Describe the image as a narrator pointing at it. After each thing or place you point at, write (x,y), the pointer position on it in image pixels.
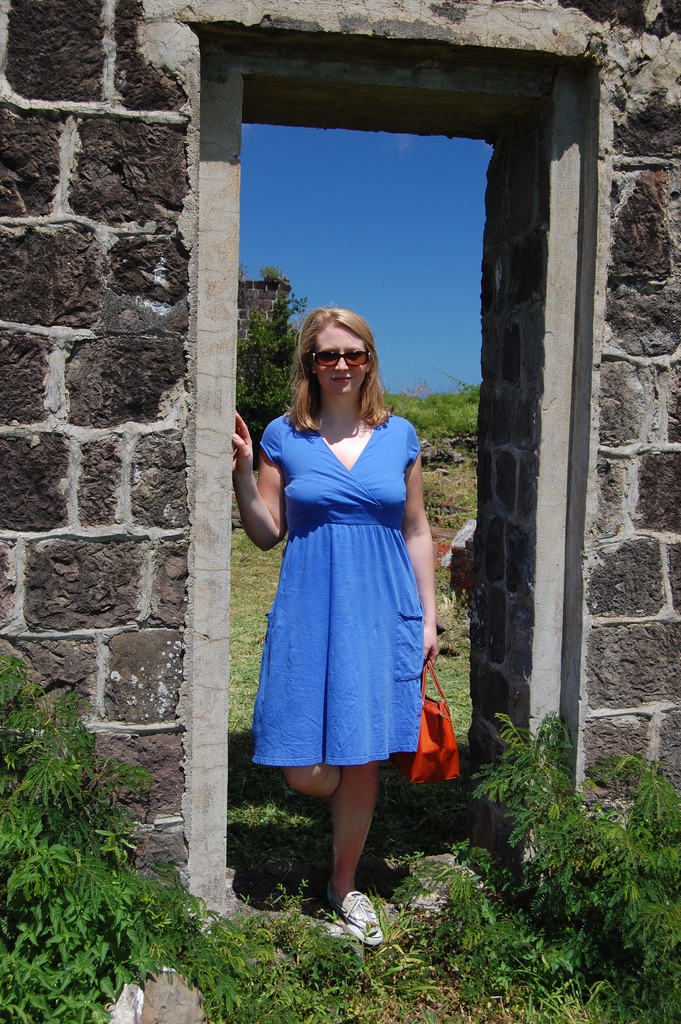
The woman (367,568) wearing blue dress (362,539) is holding a red color hand bag (436,735) in her hand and standing on a greenery ground (291,788) and there is a wall (125,344) on either sides of her.
